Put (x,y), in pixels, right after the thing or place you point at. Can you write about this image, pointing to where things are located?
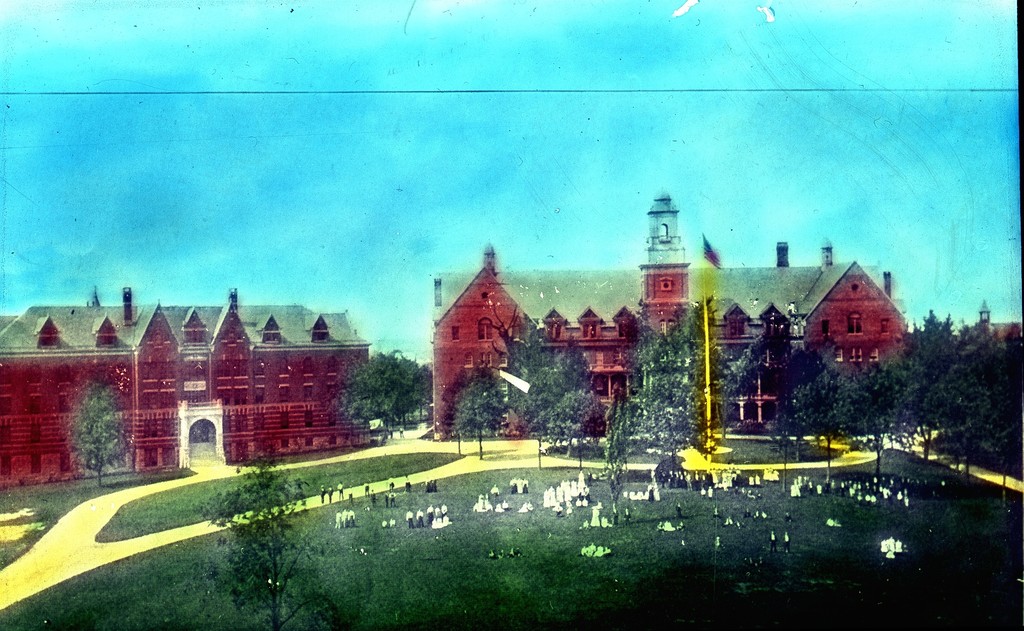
This picture seems to be an edited image. In the foreground (304,586), we can see the green grass (531,513), group of people (348,512), trees (287,520) and some other objects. In the background (172,183), we can see the sky (706,182), trees (902,355) and buildings (223,389).
